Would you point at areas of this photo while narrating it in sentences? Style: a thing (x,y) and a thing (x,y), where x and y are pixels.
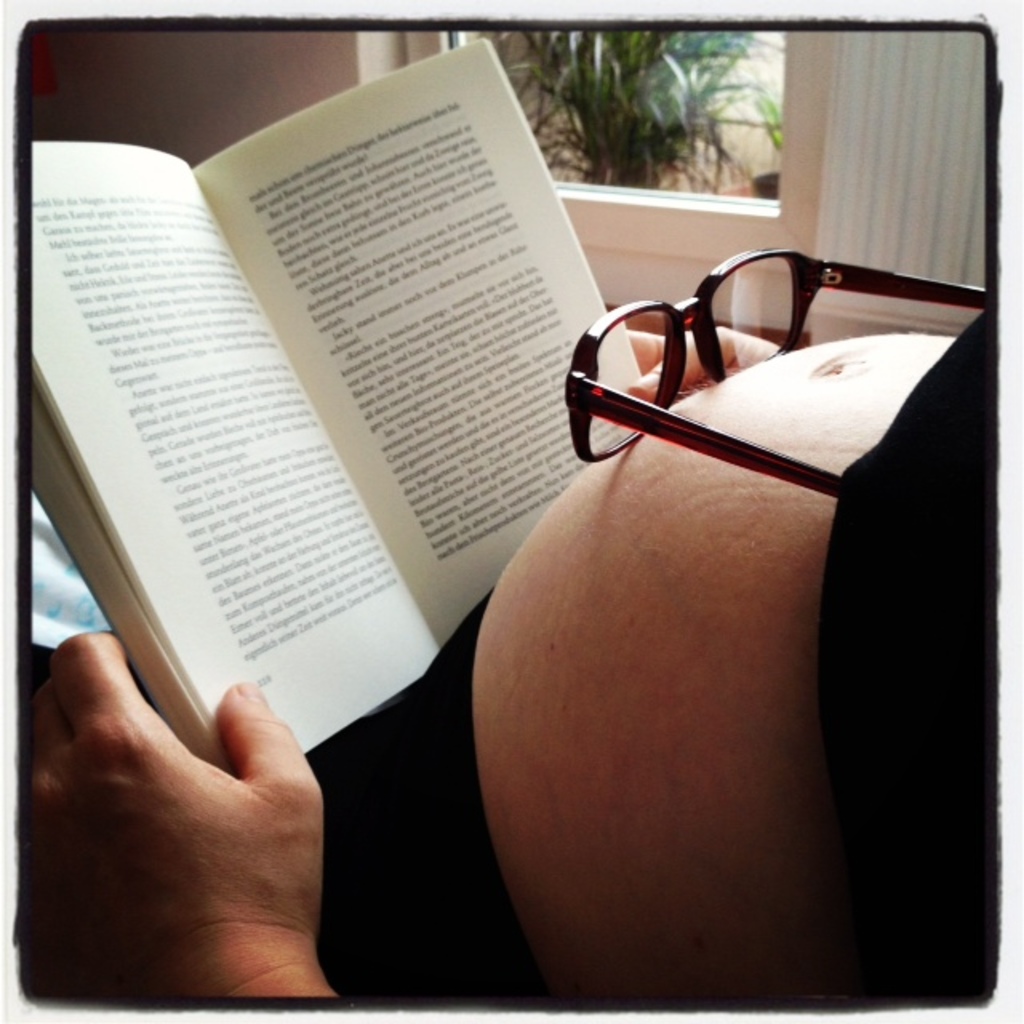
In this image we can see a book (421,288), spectacles (651,382), plant (686,121), curtain (866,178), walls (220,67), human hand (140,877) and human belly (518,576).
